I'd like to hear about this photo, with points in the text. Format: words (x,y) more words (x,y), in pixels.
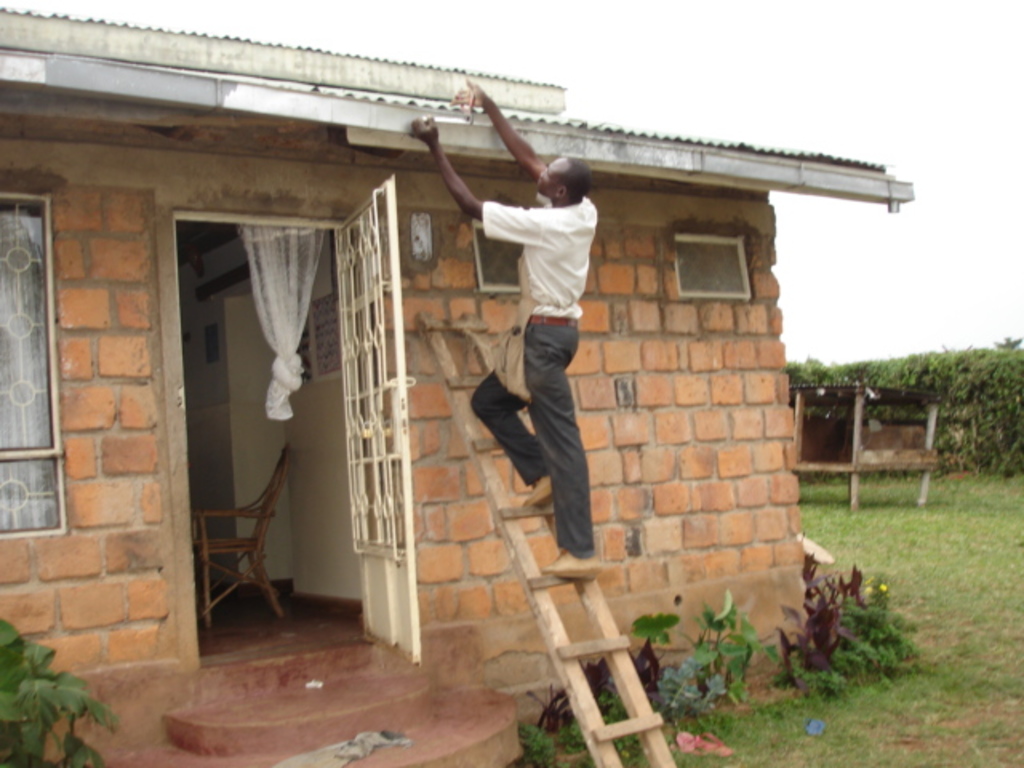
In this picture I can see there is a man (556,203) standing on the ladder (591,712) and he is holding the ceiling (434,106). There is a door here and there is a chair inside the house (227,475). There are plants (612,683), grass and trees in the backdrop (882,362) and the sky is clear.
